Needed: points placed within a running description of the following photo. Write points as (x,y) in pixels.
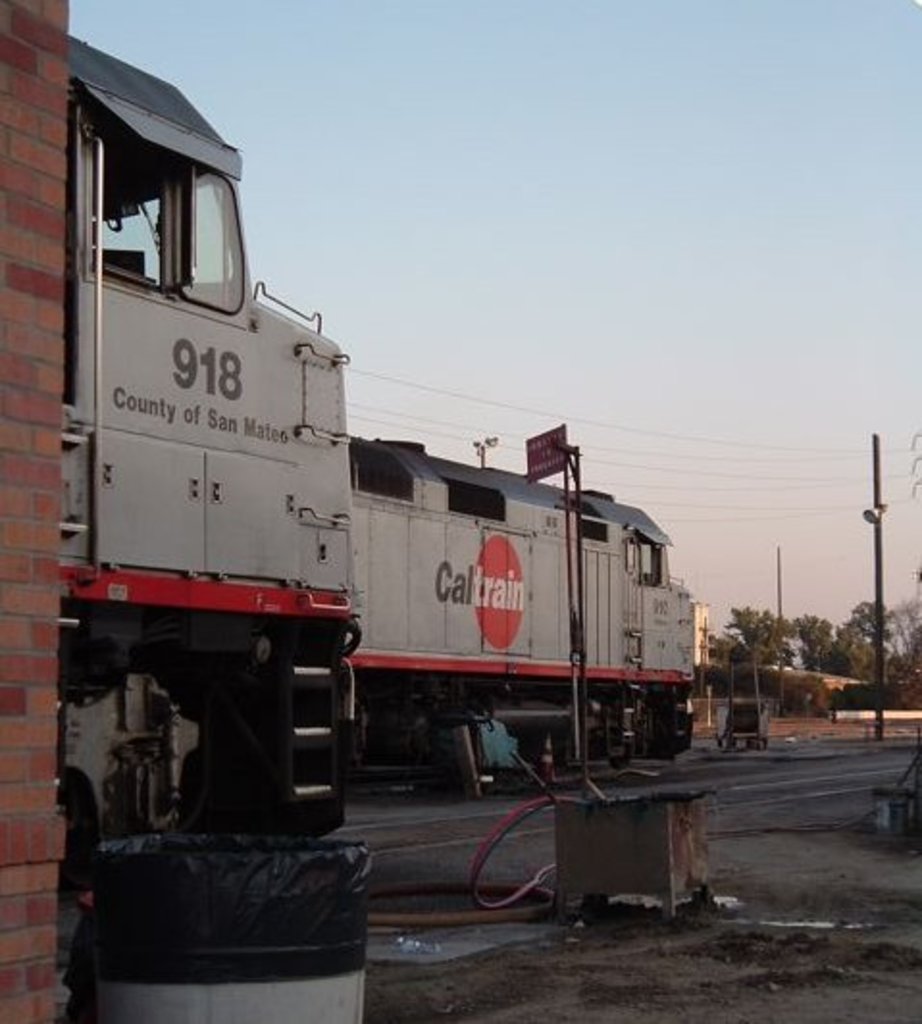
In the foreground of this image (273,706), there is a drum (247,968) at the bottom (262,901) and the wall (12,912) on the left (9,790) and we can also see two trains (422,596), poles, trees (809,647), cables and the sky (662,256).
